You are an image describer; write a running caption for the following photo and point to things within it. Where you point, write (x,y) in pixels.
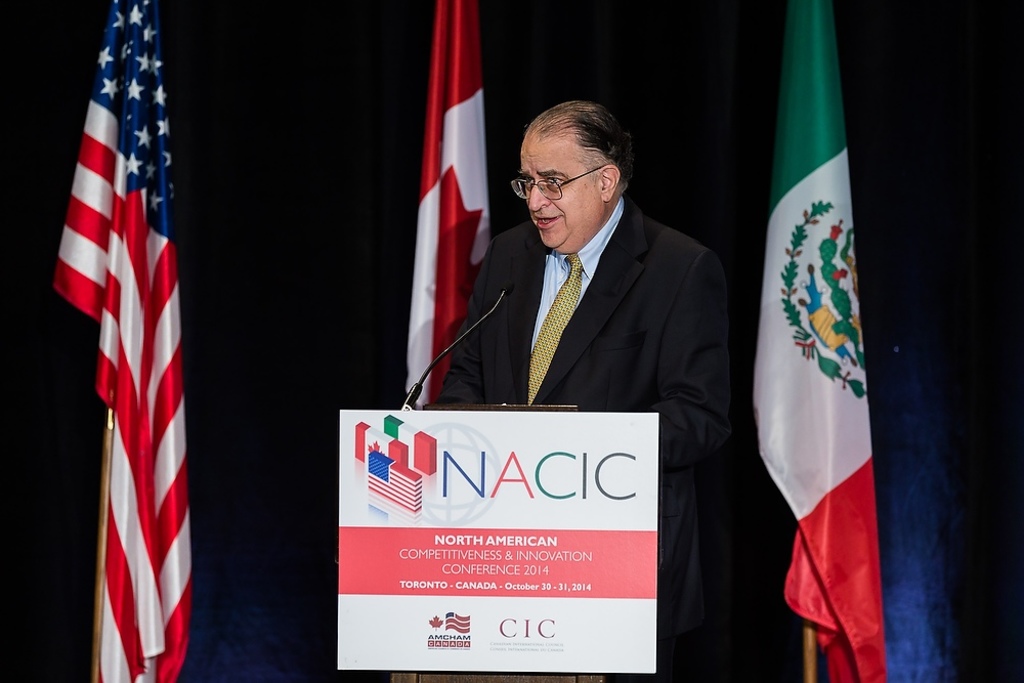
In the center of the image (636,372) we can see a man (601,376) standing, before him there is a podium (427,410) and a mic (420,390) placed on the podium (390,412). In the background (472,26) there are flags (151,475).
